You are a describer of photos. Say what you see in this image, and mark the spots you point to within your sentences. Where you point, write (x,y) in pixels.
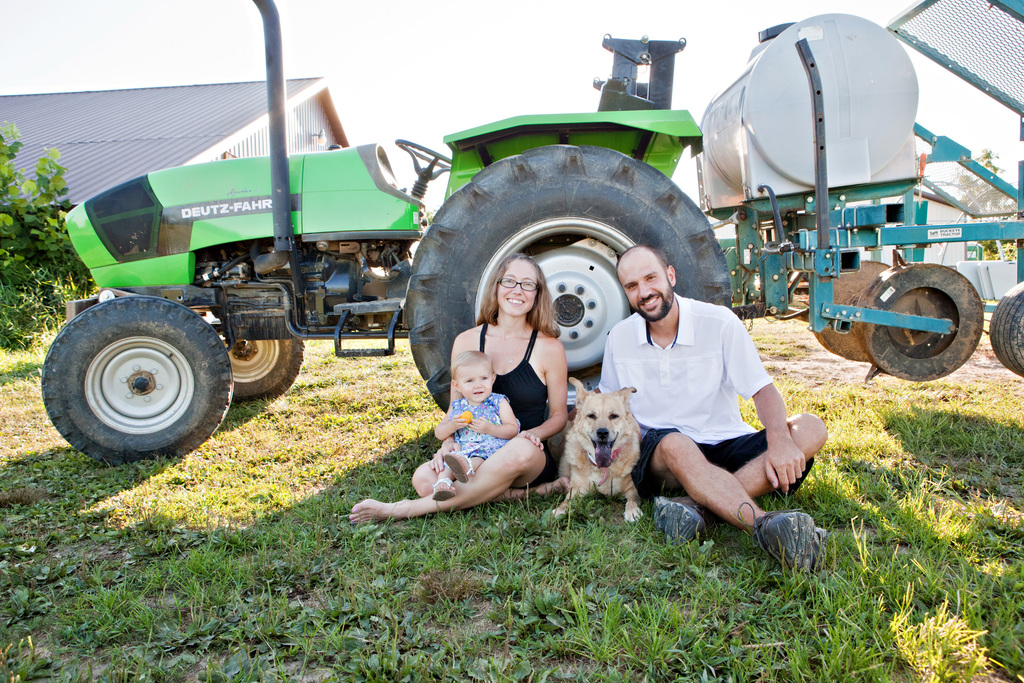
In this image I see a woman (537,326) and a man (717,470) and both of them are smiling, I can also see that there is a baby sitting on this woman (528,383) and there is a dog (582,409) over here and all of them are on the grass (753,654). In the background (607,331) I see a shed (248,105), few plants (40,232) and a vehicle (359,192).
